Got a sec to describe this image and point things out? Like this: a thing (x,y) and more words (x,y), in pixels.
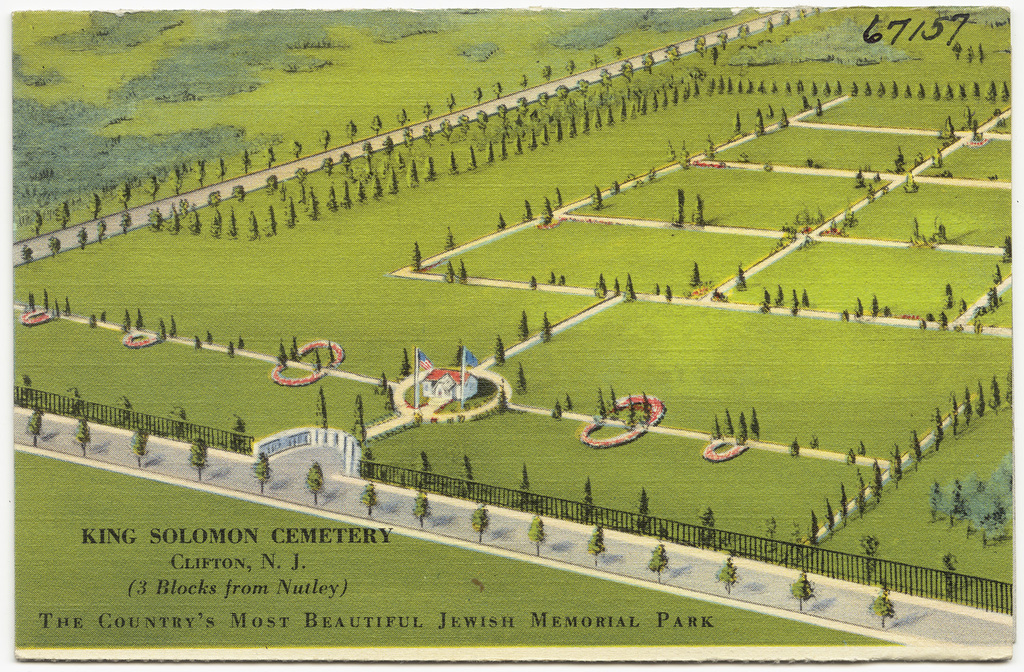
In this picture we can see a house (454,385), flags (470,355), trees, grass (499,412) and fence (49,407). Something written on this picture.
